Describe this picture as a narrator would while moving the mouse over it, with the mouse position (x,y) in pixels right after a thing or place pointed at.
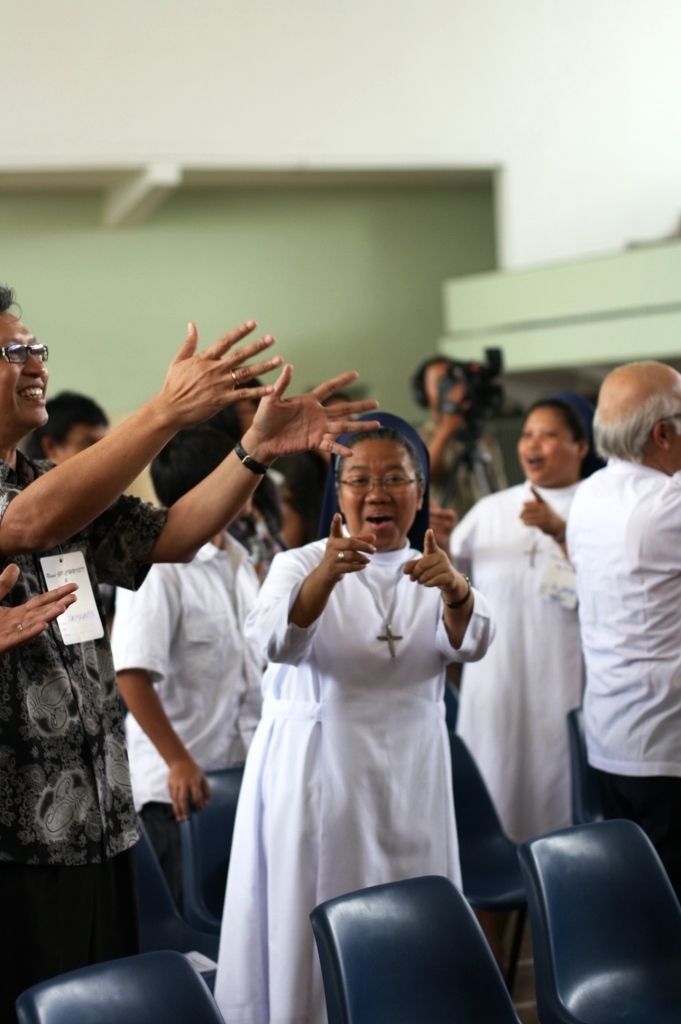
In this image I can see number of people (442,829) are standing, I can also see smile on few faces (356,489). Here I can see few chairs (633,834).
